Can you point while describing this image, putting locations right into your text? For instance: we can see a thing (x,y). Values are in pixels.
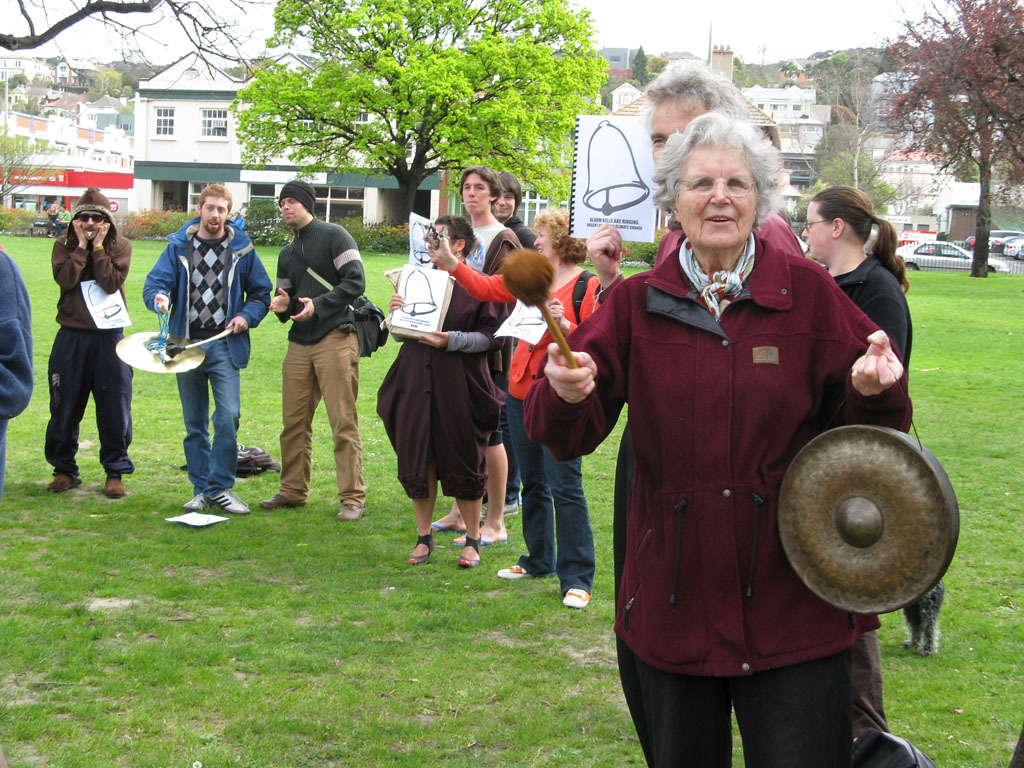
On the right side (687,520) an old woman (787,424) is standing, she wore a dark red color. In the middle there is a green tree (481,132), behind it there are buildings (438,160).
